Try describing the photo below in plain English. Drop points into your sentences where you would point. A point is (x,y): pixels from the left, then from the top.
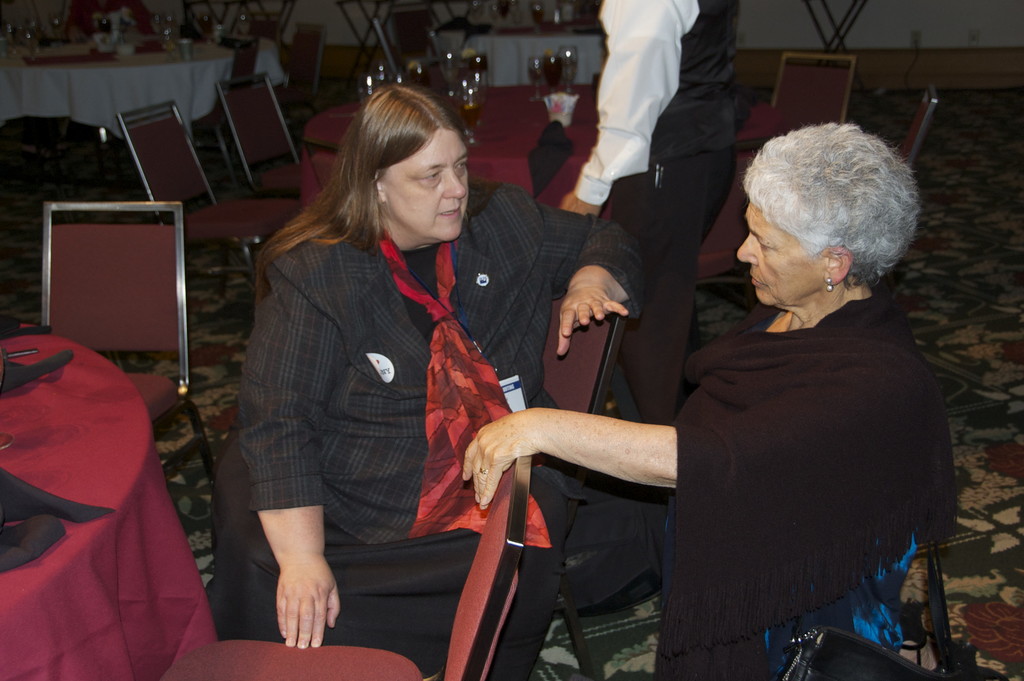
In this picture there are two women (422,462) sitting in the chairs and talking to each other. In the background (684,165) there is a person (651,152) standing. There are some tables (491,126) and chairs (261,104) which were empty. We can observe a wall (871,32) here.
